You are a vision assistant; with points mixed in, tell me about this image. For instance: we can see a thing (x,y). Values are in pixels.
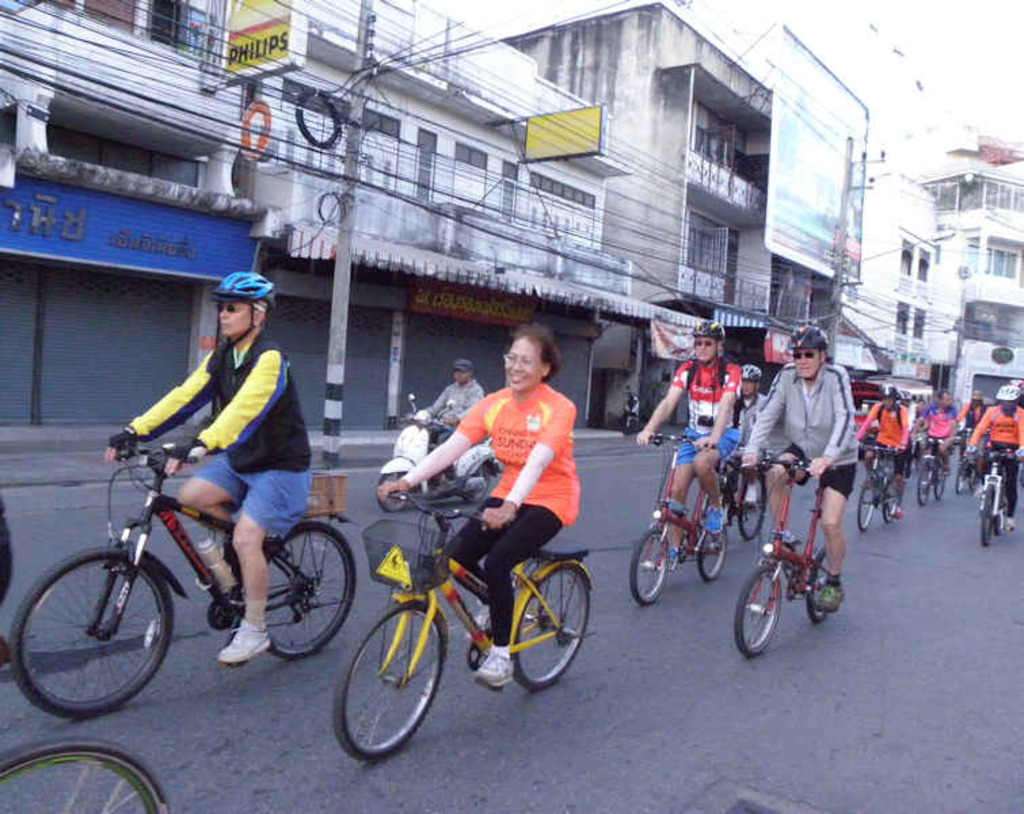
This picture is clicked outside. In the center (497,467) we can see the group of persons (567,477) riding bicycles (581,567) and we can see a pole (357,65) and cables (404,60) and we can see the boards (253,38) and the text (172,253) on the boards (150,225). In the background (430,68) we can see the building (673,158) and some other objects (411,337).
